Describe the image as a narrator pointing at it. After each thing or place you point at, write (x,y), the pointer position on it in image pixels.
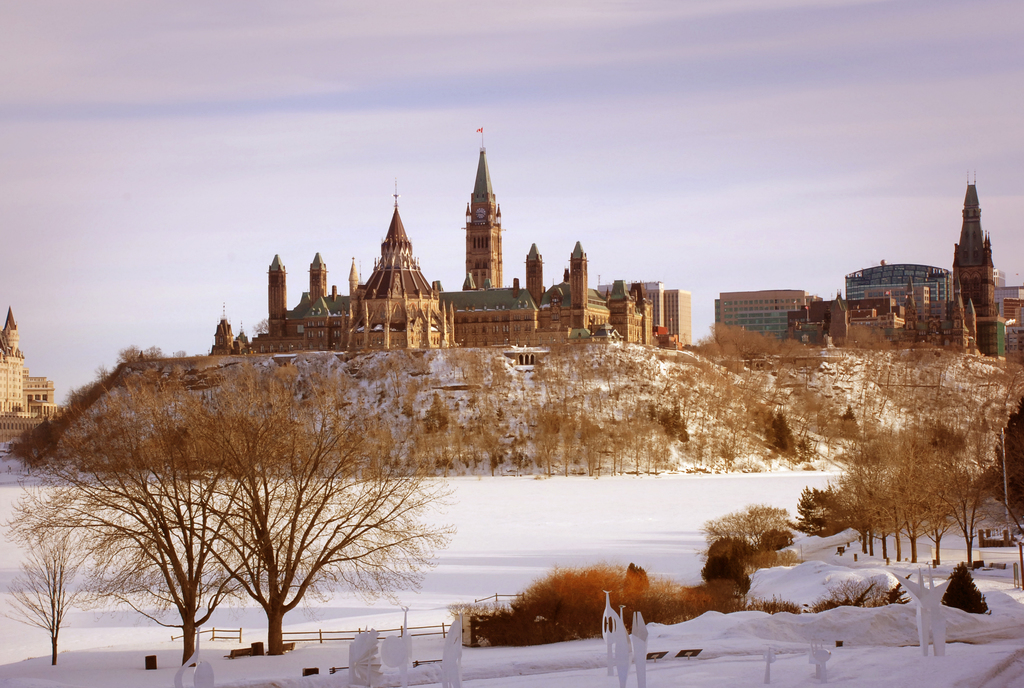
In the center of the image (510,323) there is a castle (524,321). There is snow (595,495) at the bottom of the image (504,533). There are trees (315,552).
